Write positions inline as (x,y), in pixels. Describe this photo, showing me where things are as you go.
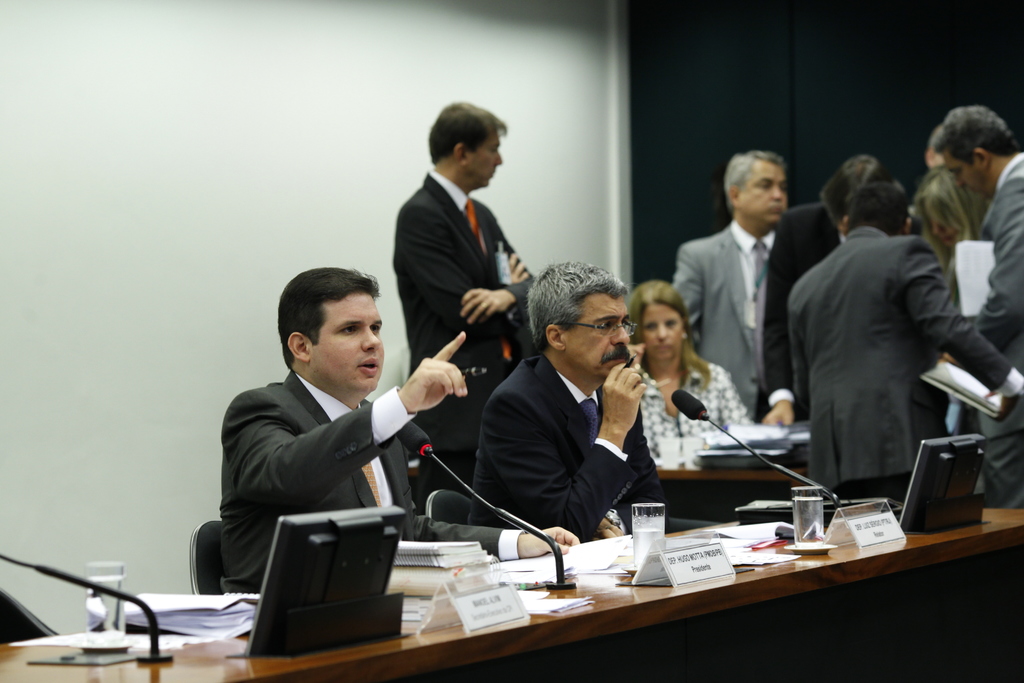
In this image there are two person's (405,485) seated in chairs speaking on the mic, in front of the two person's (558,418) there is a table (410,605), on the table (403,607) there are few papers (480,563), glass of water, name plates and mics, behind them there are few other people (772,238) standing and there is a girl (665,367) seated in a chair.
